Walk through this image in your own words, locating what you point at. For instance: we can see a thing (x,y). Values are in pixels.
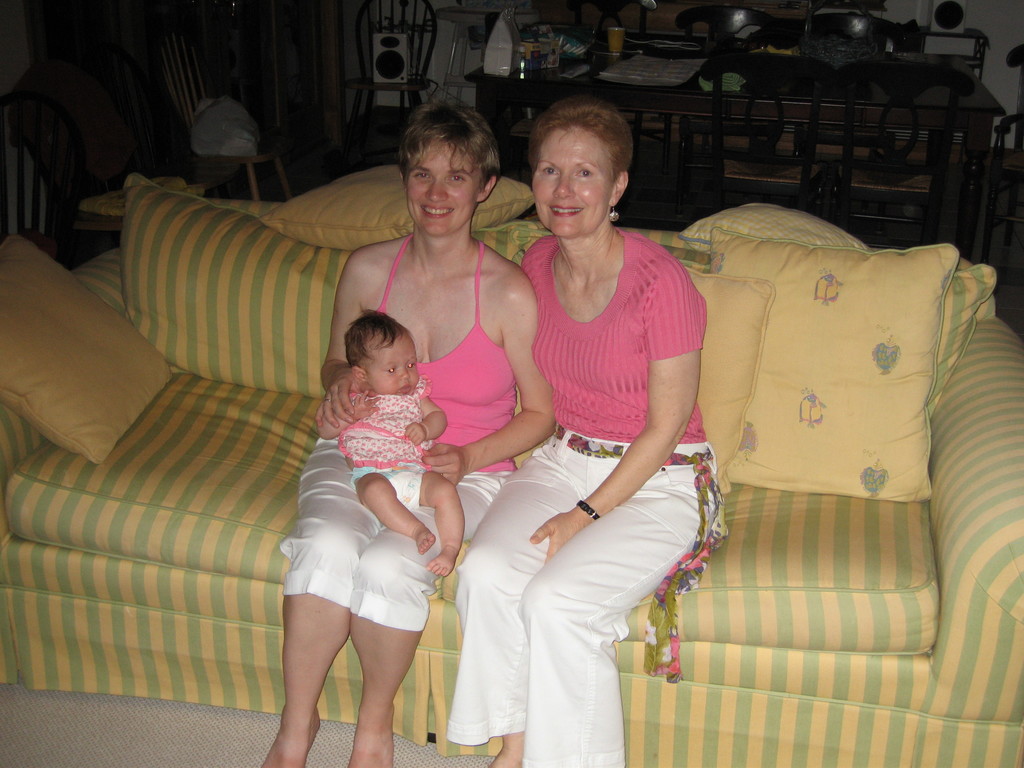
Two women (474,399) are sitting on the sofa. On the left (339,522) a woman (443,381) is carrying a child (398,450). Behind them there are tables (644,104), chairs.
